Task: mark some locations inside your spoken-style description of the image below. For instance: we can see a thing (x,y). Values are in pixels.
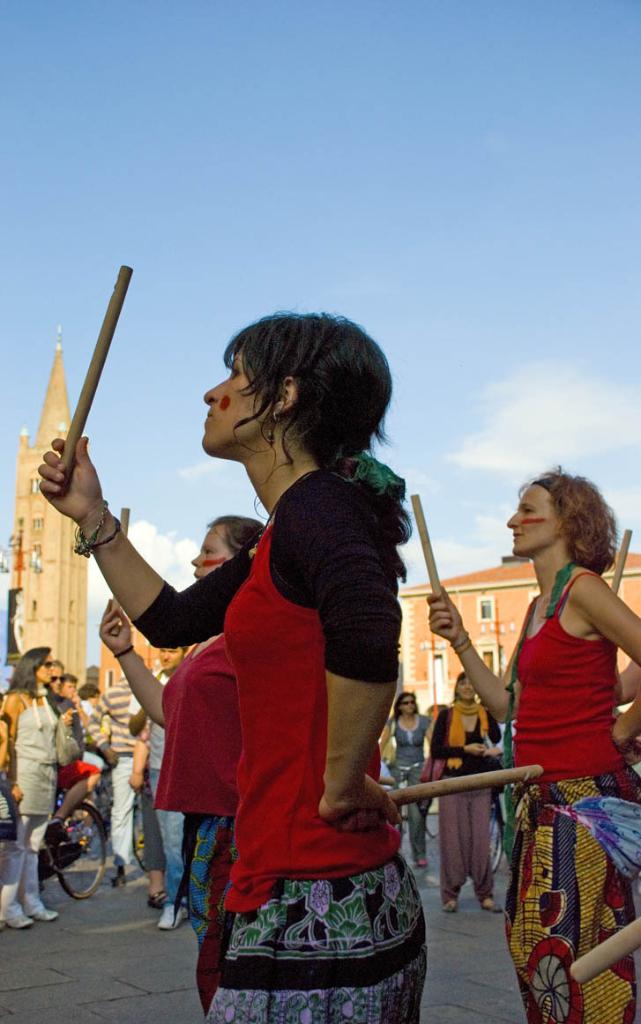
Here we can see a group of people (592,610) with sticks (505,781) in their hand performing something and beside them we can see people (30,691) Standing and in the back (44,548) we can see a church (65,573).
